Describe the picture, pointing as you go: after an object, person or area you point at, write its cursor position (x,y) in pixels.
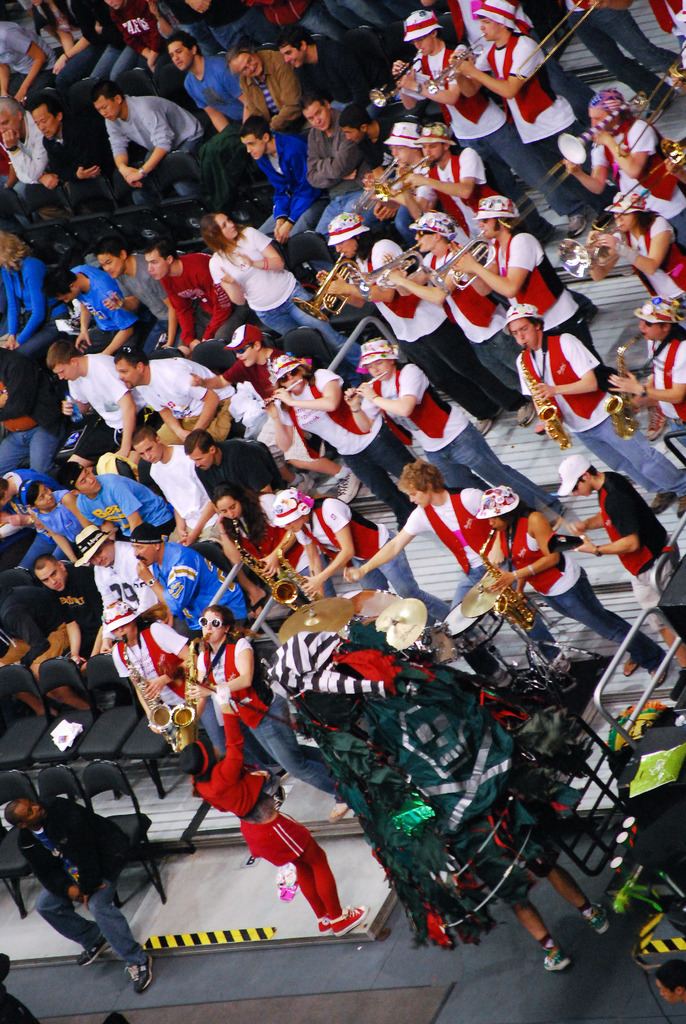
In this picture we can see a group of people (337,62) where some are sitting on chairs (49,232) and some are standing on steps (644,348) and playing musical instruments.
